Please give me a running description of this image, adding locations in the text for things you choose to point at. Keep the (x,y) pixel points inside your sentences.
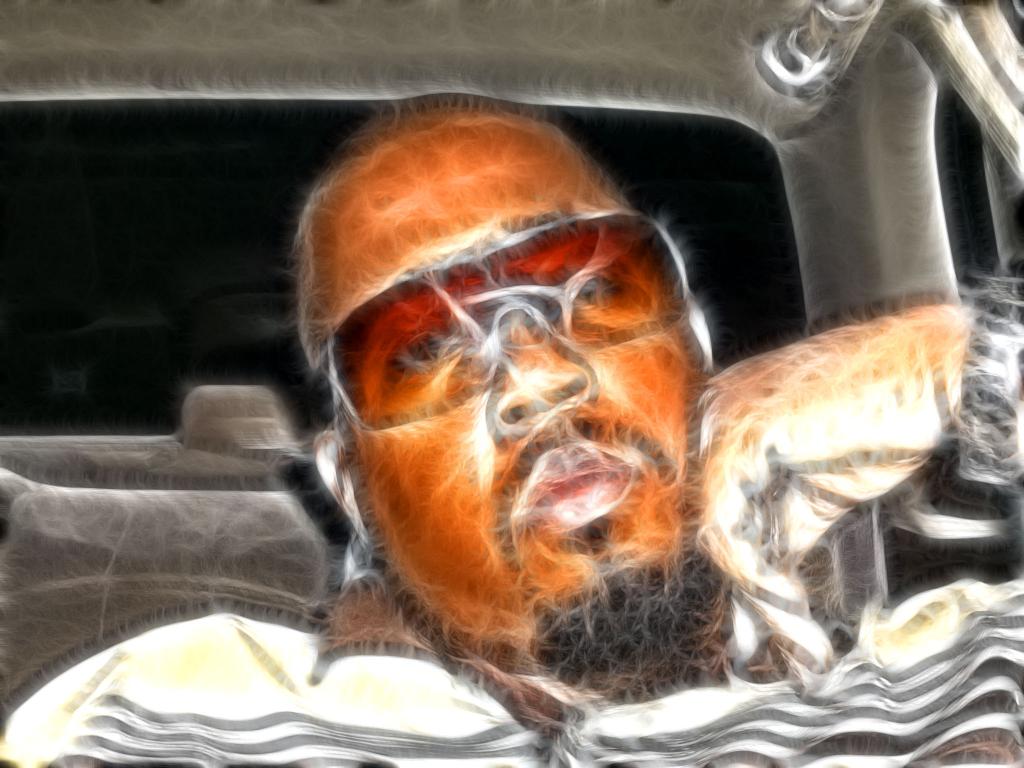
In this image we can see some graphics (339,433) of a person (569,416).
